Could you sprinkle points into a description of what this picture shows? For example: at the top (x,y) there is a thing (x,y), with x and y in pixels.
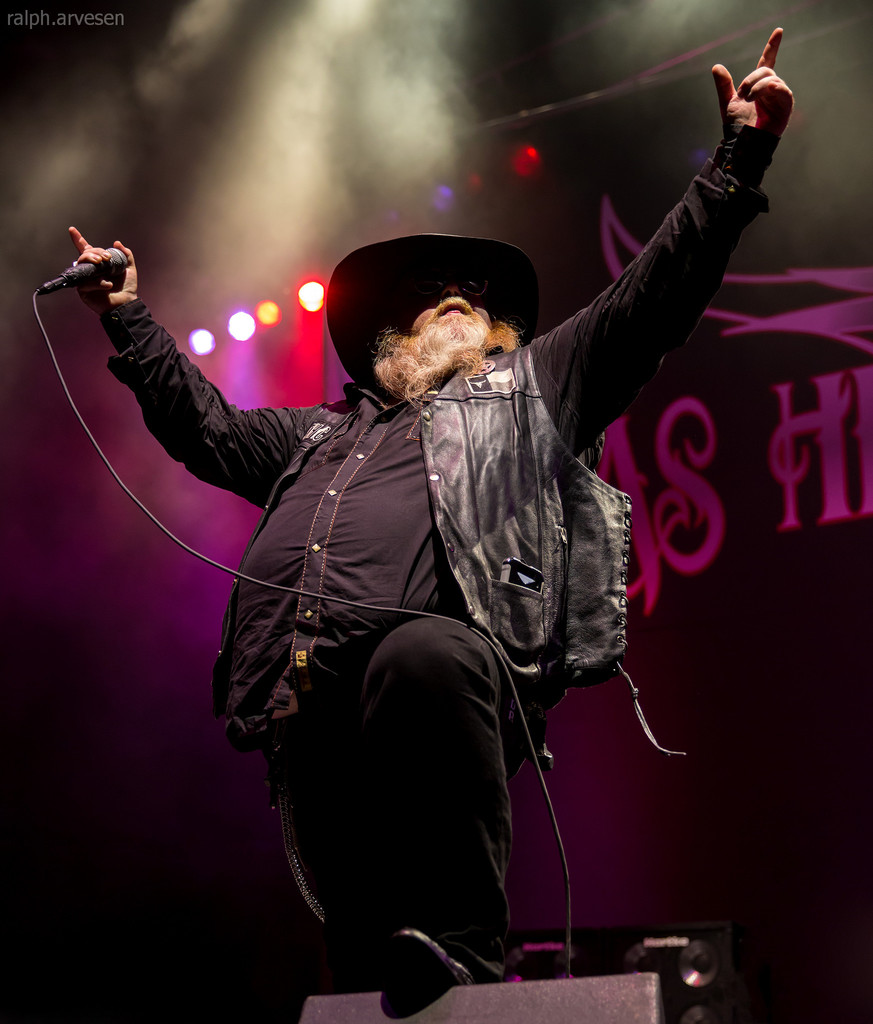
In this picture we can see a person (233,729), he is holding a mic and in the background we can see lights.
